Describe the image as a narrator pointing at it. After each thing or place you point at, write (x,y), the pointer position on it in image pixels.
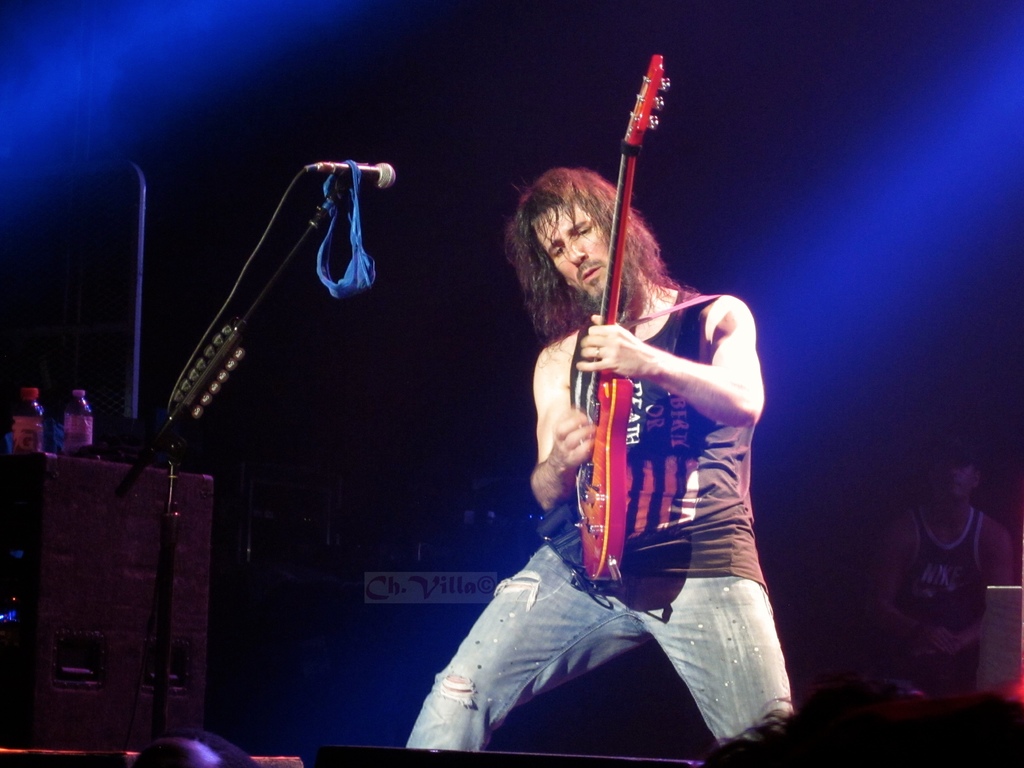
In this image i can see a man (674,566) standing holding a guitar (604,431) and playing, in front of a man (546,276) there is a microphone (380,170), there are two bottles (79,433) beside the microphone (364,174), back ground (963,587) i can see a man (963,563) sitting.
